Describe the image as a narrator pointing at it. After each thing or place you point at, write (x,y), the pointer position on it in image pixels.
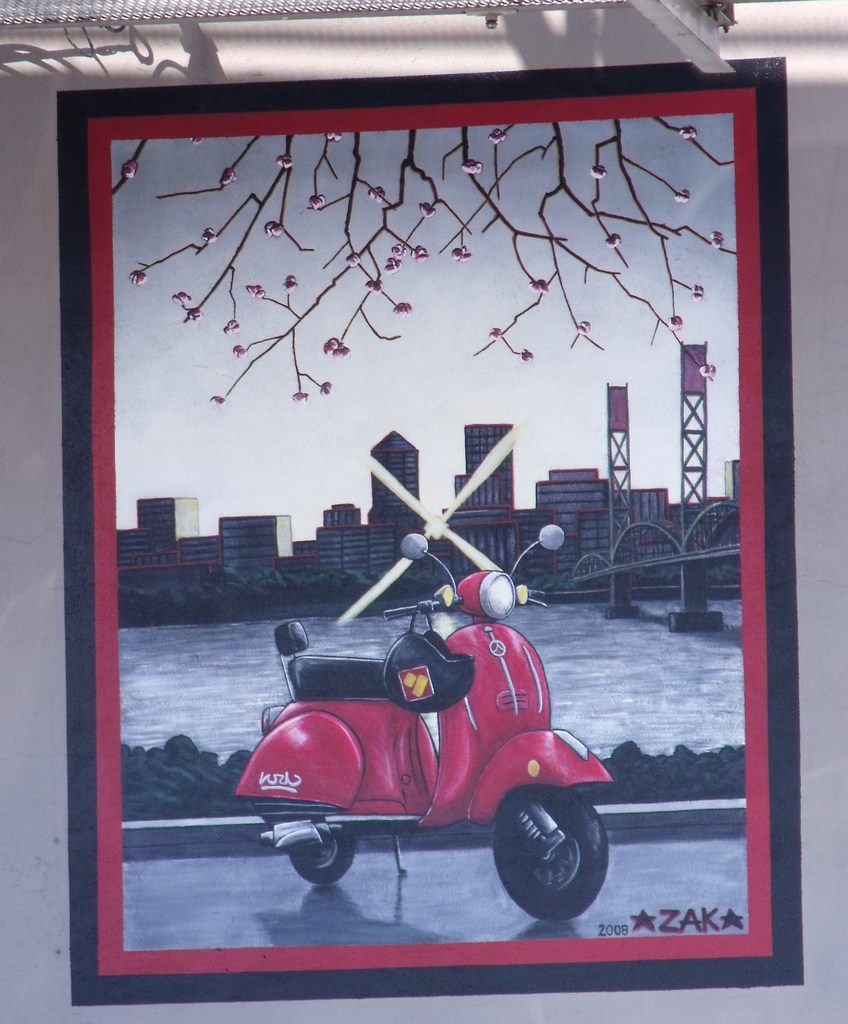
In this image we can see a photo frame (751,825) on the wall (330,46), in the photo frame (343,288), there is a motorcycle (454,590), buildings (645,531), water (648,649), bridge (629,582), tree (413,261), and the sky (452,485), also we can see the text (657,912) on the image.
